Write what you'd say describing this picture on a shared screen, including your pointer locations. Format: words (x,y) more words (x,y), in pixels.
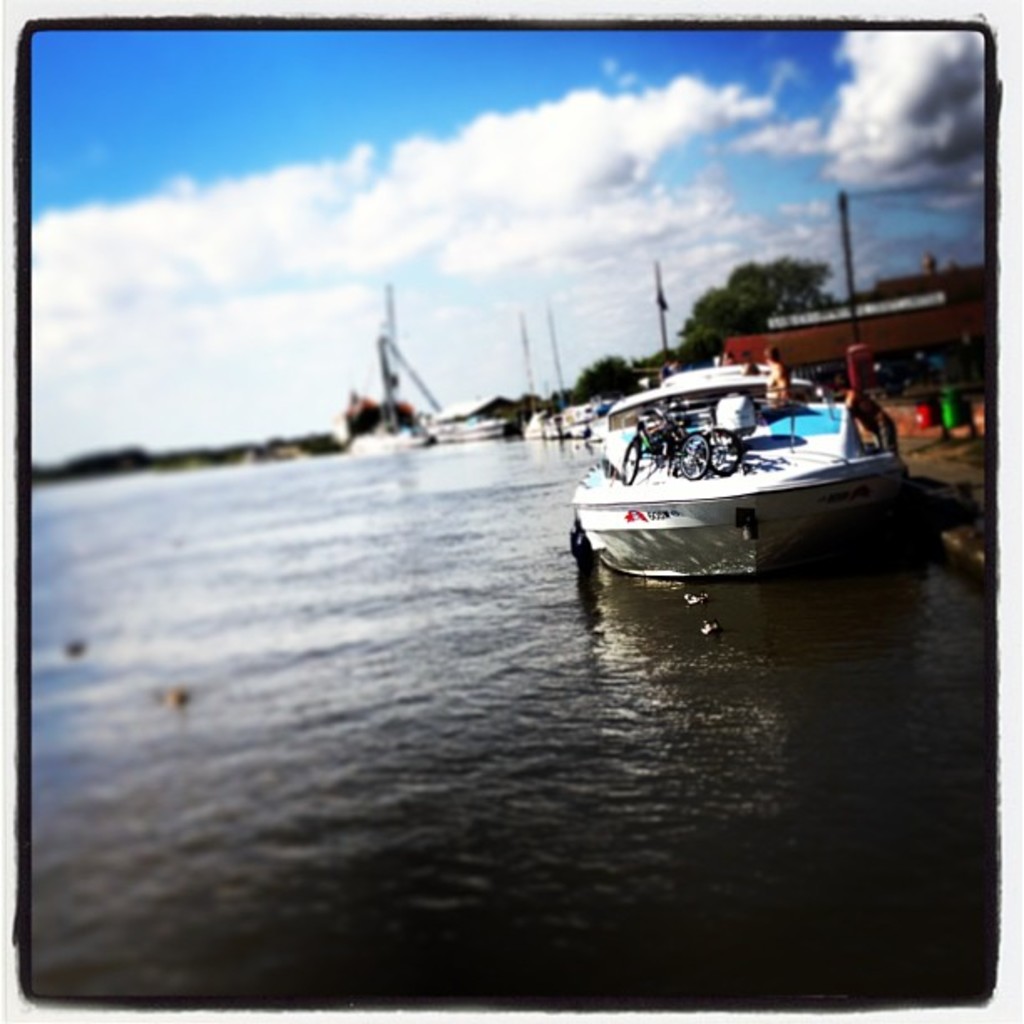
In this image we can see water (419,773), boat (622,525), bicycles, people (769,385), poles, trees (676,351), and sheds (780,333). In the background (346,155) there is sky (609,140) with clouds (962,143).
